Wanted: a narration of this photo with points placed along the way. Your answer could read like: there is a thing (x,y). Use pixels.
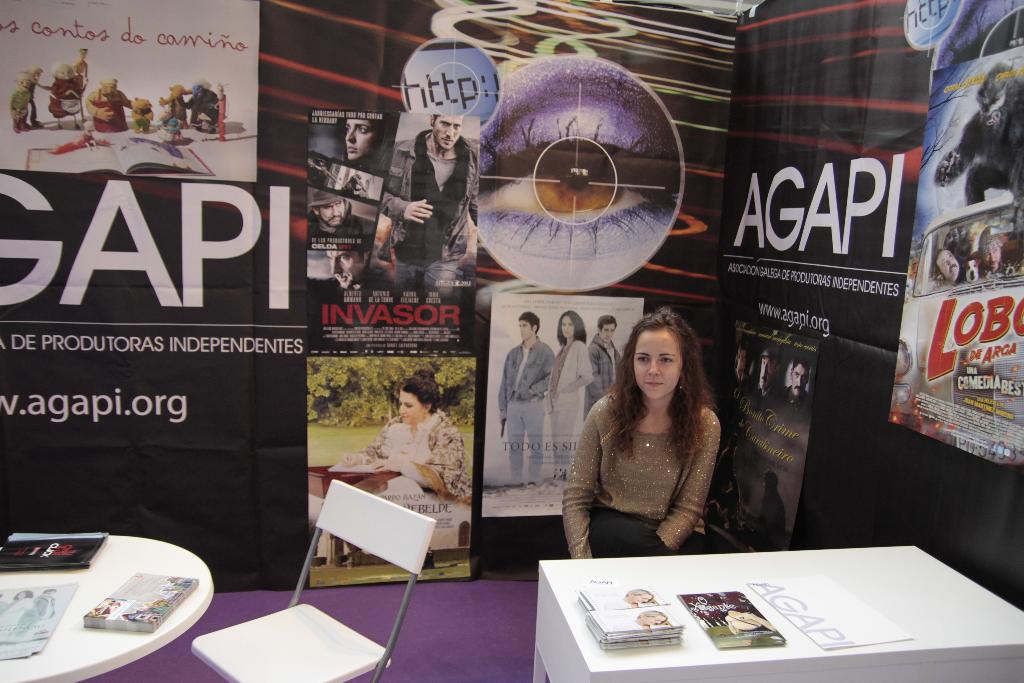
In this image I can see a chair (240,670), table (60,636). On the table (684,630) there are books (709,632). At the back side (443,219) there is a banner (241,191).
